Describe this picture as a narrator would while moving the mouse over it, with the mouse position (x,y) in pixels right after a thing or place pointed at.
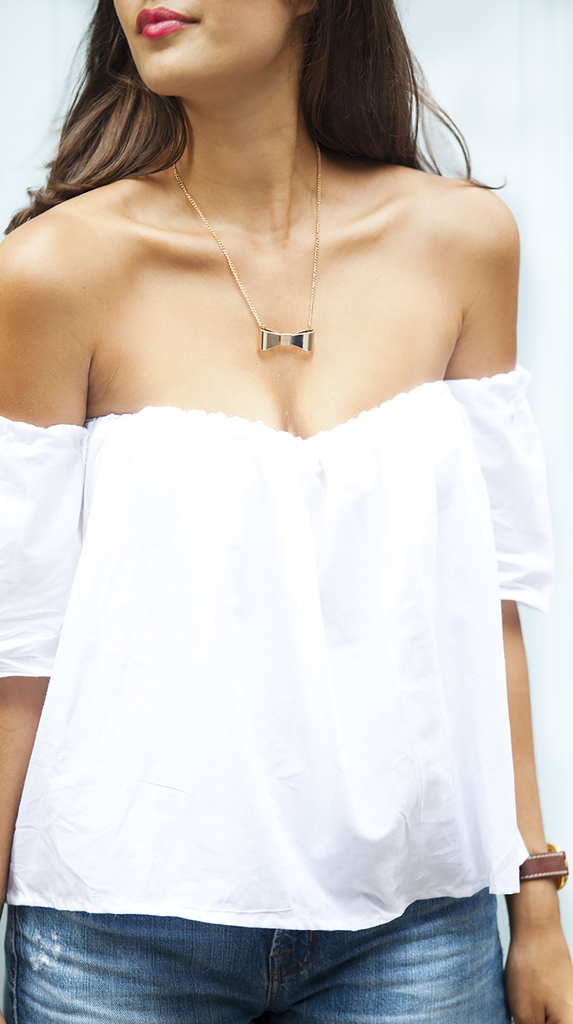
In this picture I can see a woman (207,344) who is wearing white color top (146,604) and blue color jeans (425,996) and I see a necklace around her neck (331,188) and I see that she is standing.
